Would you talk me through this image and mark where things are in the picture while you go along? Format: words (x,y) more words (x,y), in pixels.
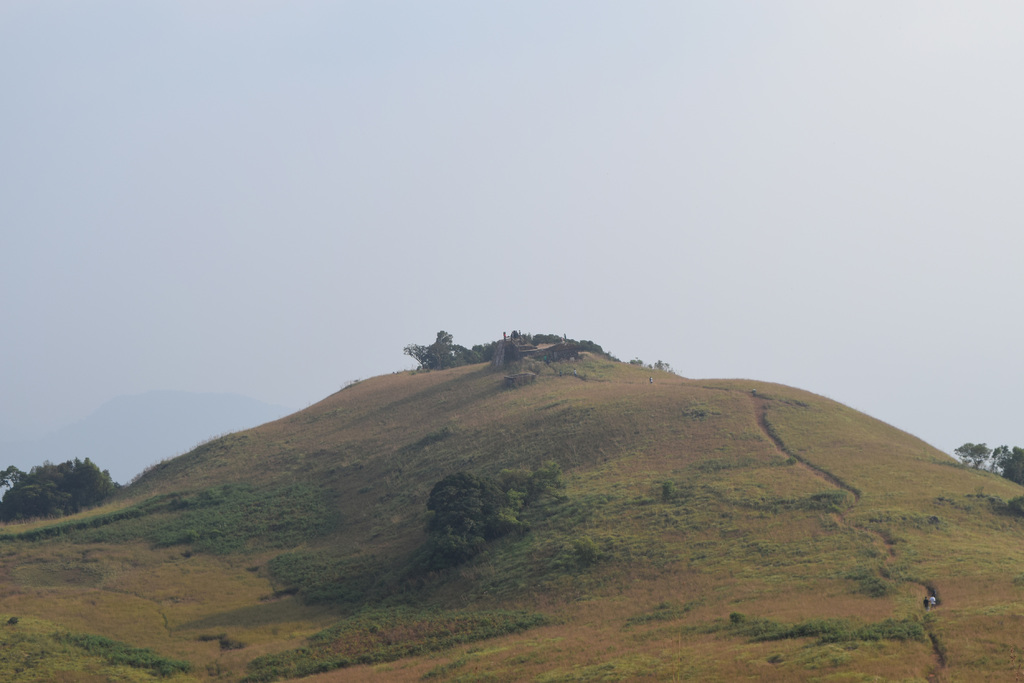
This picture is clicked outside. In the foreground (285,580) we can see the grass (422,523), plants (473,517) and the rock (521,342) and some objects (539,349). In the background (484,207) we can see the sky (659,259).
